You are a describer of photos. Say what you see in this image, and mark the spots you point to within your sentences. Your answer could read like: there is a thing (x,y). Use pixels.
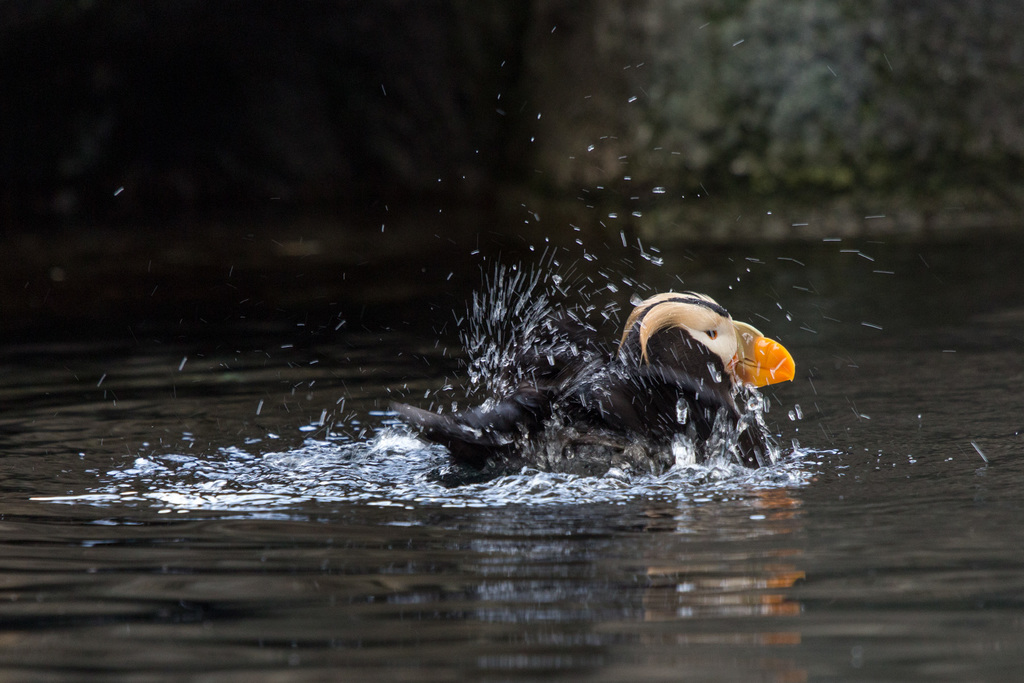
In this image I can see a bird (634,432) on the water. The background of the image (571,126) is blurred.
